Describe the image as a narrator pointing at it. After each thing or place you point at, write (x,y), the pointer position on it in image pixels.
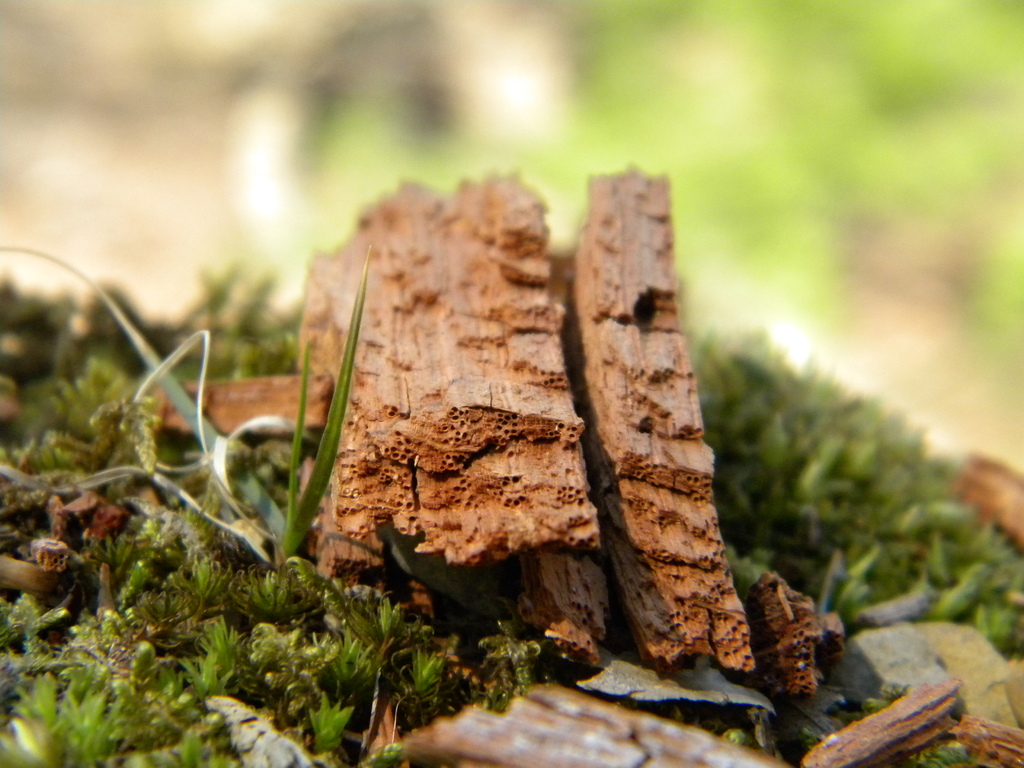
In this picture there is a broken piece of wood (549,262) in the center of the image (538,330), on moss (56,296).
